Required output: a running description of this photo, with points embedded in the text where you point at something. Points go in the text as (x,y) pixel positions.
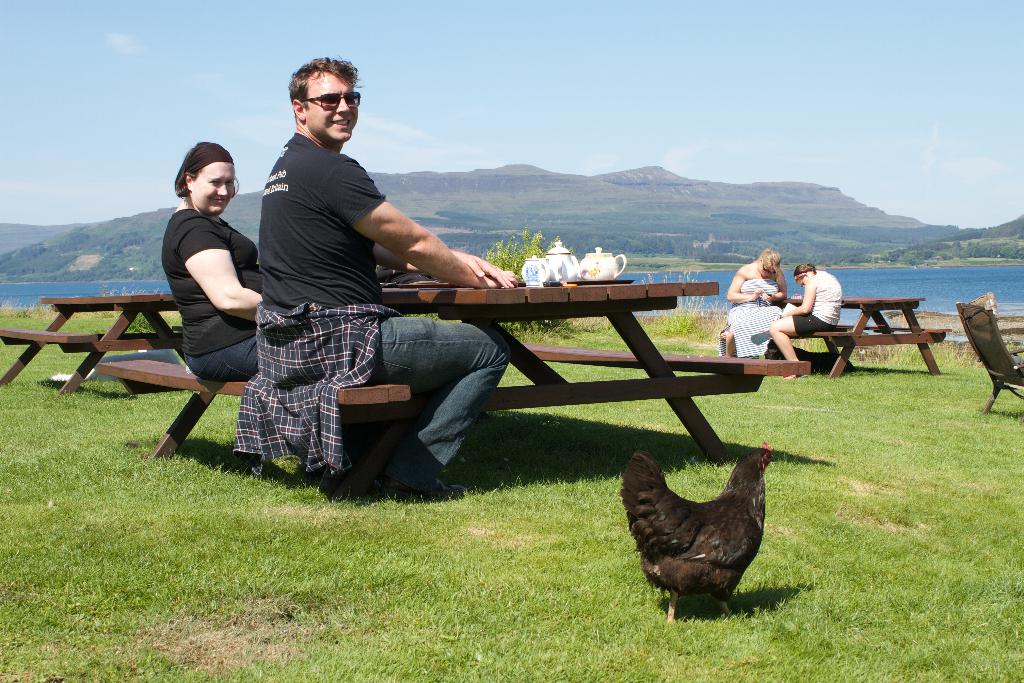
In this picture we have four people (322,272) sitting on the wooden bench (404,398) in front of the wooden table (512,350) on which there are some things (538,267) and beside them there is a hen (730,517), some water (931,274) and some mountains (719,209).
